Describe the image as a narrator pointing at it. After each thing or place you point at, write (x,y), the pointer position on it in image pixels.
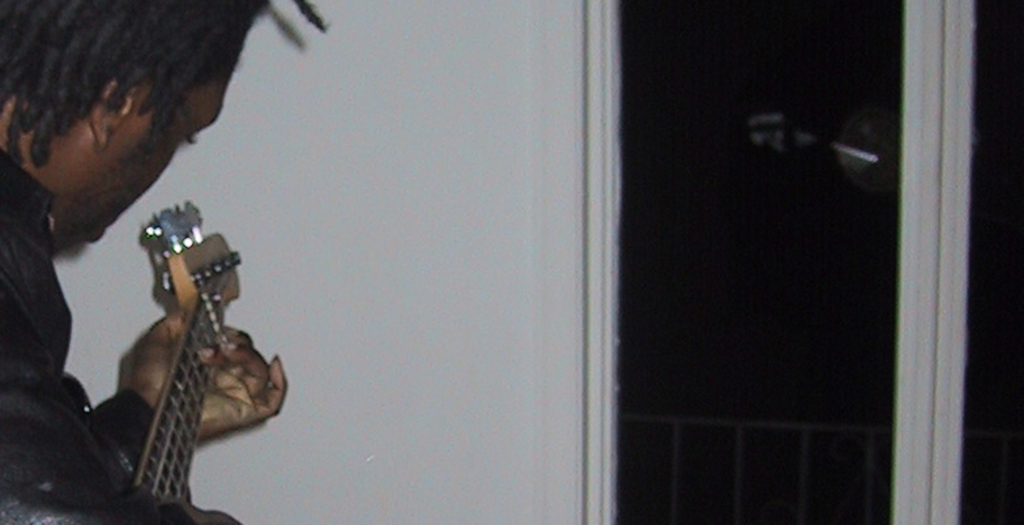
On the left side of the image (123,371) we can see a man (142,406) holding a guitar (183,391) in his hands (218,422) and playing it.
